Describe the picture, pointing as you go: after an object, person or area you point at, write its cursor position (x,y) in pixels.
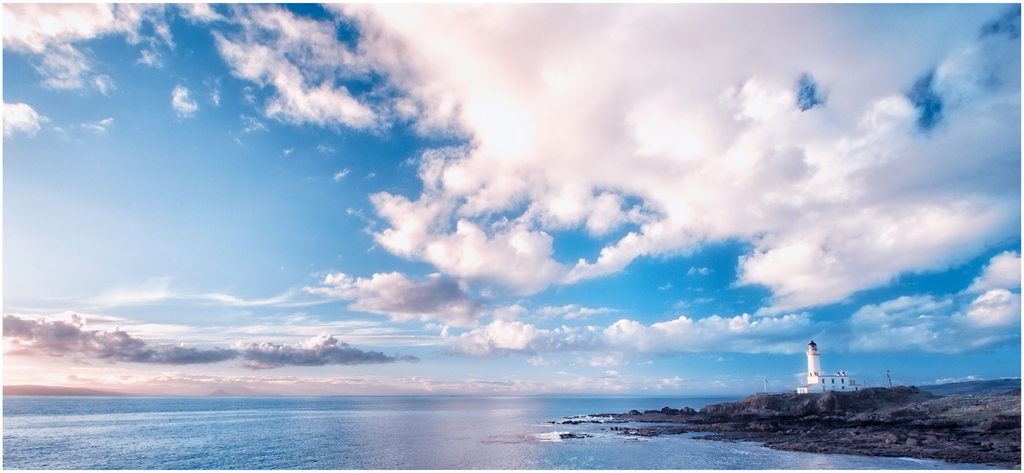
This image looks like it is clicked near the ocean (419,463). At the bottom (390,460), there is water (353,446). On the right (869,438), we can see the rocks (918,449). At the top (455,110), there are clouds (904,341) in the sky (882,372). And there is a building (816,388) along with the lighthouse (812,372).
